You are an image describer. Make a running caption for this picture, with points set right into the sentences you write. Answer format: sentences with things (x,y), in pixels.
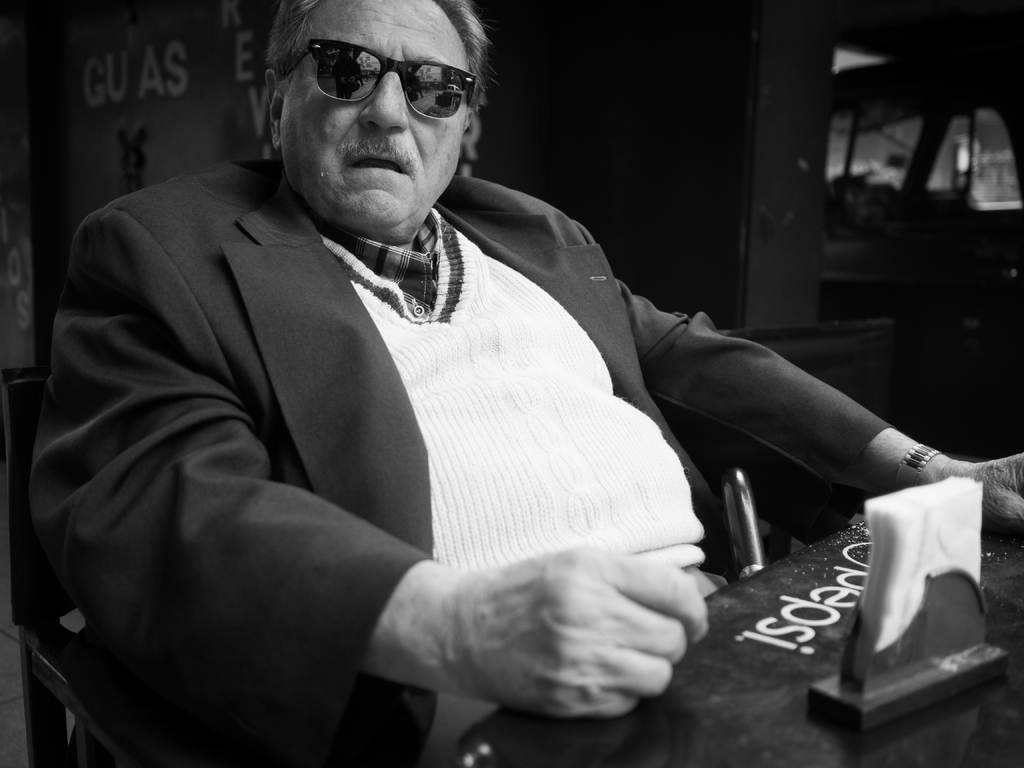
This is a black and white pic. Here a man (306,418) is sitting on the chair (27,584) at the table (640,718). On the table (1004,591) there are tissue papers (899,591) in a stand (865,652). In the background (251,97) there are some texts (152,86) written on a wall (102,86) and some other objects (860,161) which are not clear.
